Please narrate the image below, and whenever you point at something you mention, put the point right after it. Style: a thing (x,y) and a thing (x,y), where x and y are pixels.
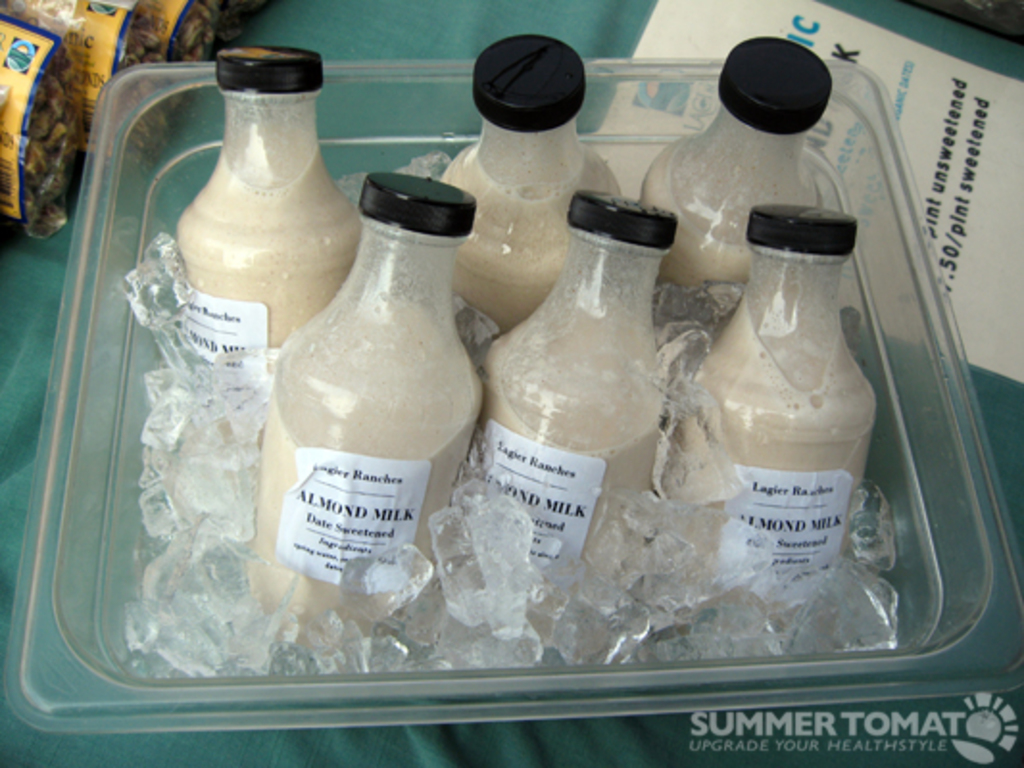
There are six bottles (326,351) in a bowl (598,667) which were consisting of almond milk (397,388). There is ice (182,459) in the bowl (374,582). The bowl (84,435) is on the table (39,376). On the left side (51,78) there are some food items (101,34). On the right side (916,110) there is a paper (896,102) on the table (20,292).
